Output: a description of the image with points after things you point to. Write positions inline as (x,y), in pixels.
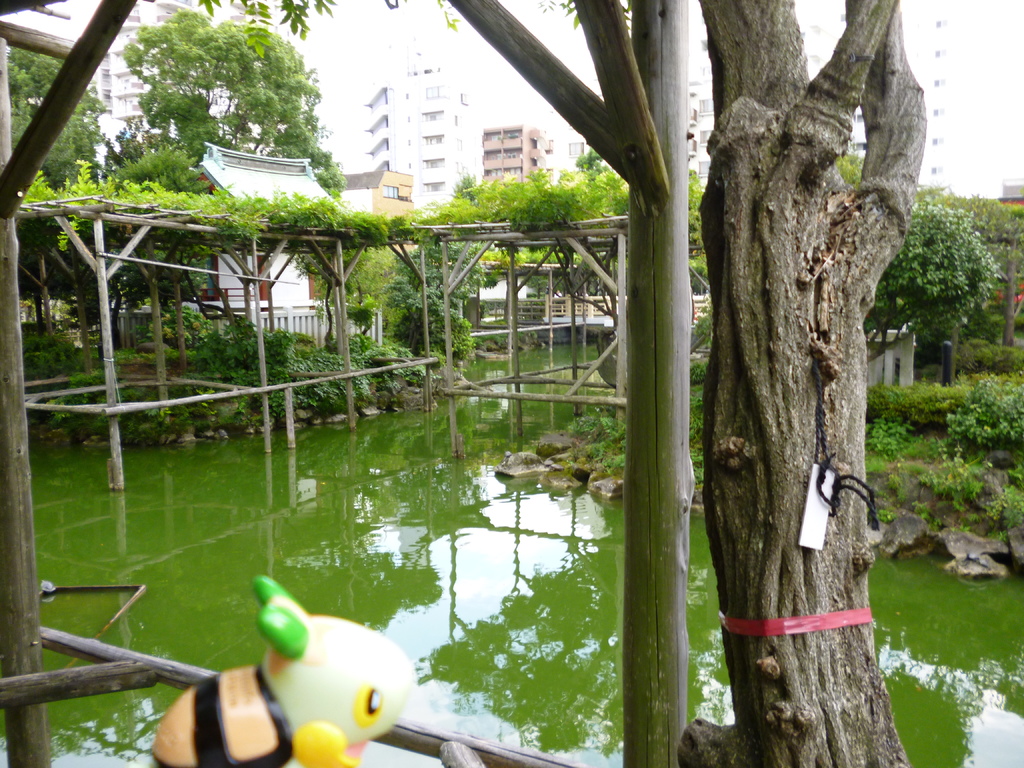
This picture is clicked outside. In the foreground (445,752) we can see the bamboo (662,102). In the center (417,441) there is a water body (542,497) and we can see the grass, plants (537,208), buildings (696,114) and some other objects (899,344).
